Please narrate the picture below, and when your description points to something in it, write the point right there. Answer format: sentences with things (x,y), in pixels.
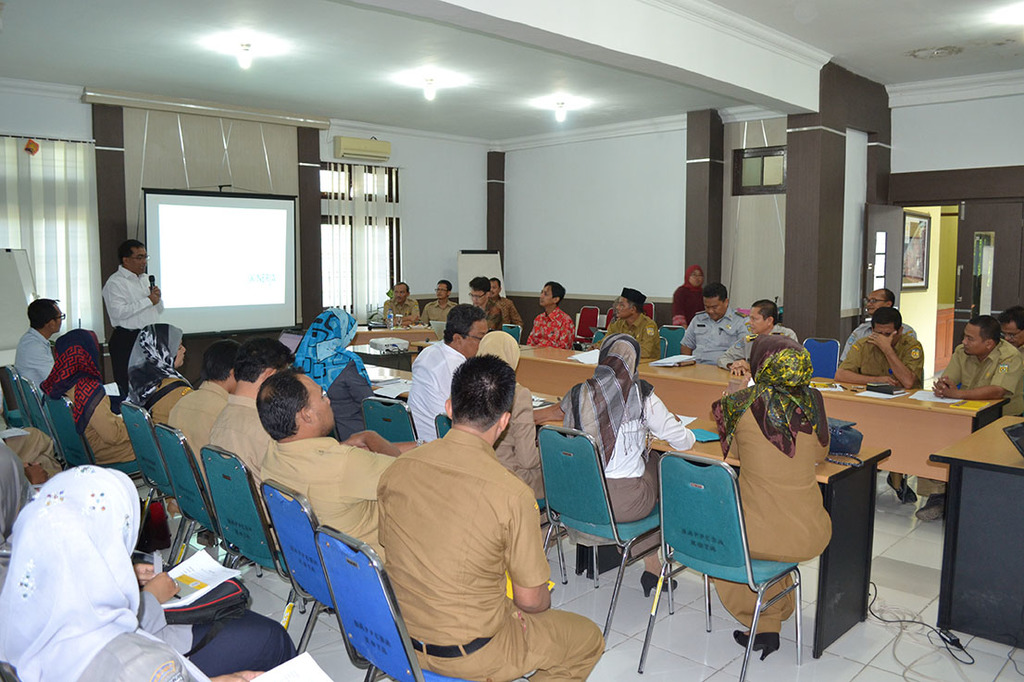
In the image we can see there are many people (258,468) wearing clothes (442,476) and sitting, and one is standing. These are the chairs (245,516), cable wires (898,612), floor (864,665), bag (229,593), papers (199,567), water bottle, microphone (155,289), projected screen (230,261), window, door (975,269), frame (918,272) and lights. Some of them are wearing spectacles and this is a scarf (45,597).
